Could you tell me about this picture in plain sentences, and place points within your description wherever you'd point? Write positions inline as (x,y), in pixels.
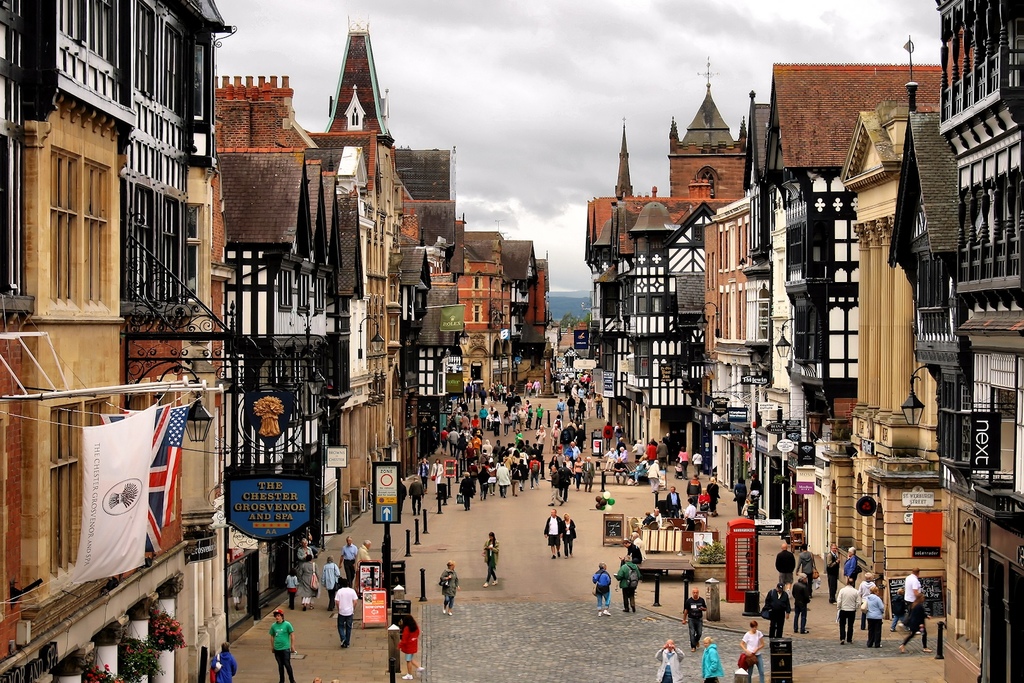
In this image I can see a street (577,518), number of persons (529,388) are standing on the street (554,411), few black colored poles (426,510), few boards (383,490), number of buildings (729,329) on both sides of the street (589,528), a telephone booth (733,574), few plants (714,552) and in the background (574,274) I can see a tree (565,326) and the sky (485,89).
